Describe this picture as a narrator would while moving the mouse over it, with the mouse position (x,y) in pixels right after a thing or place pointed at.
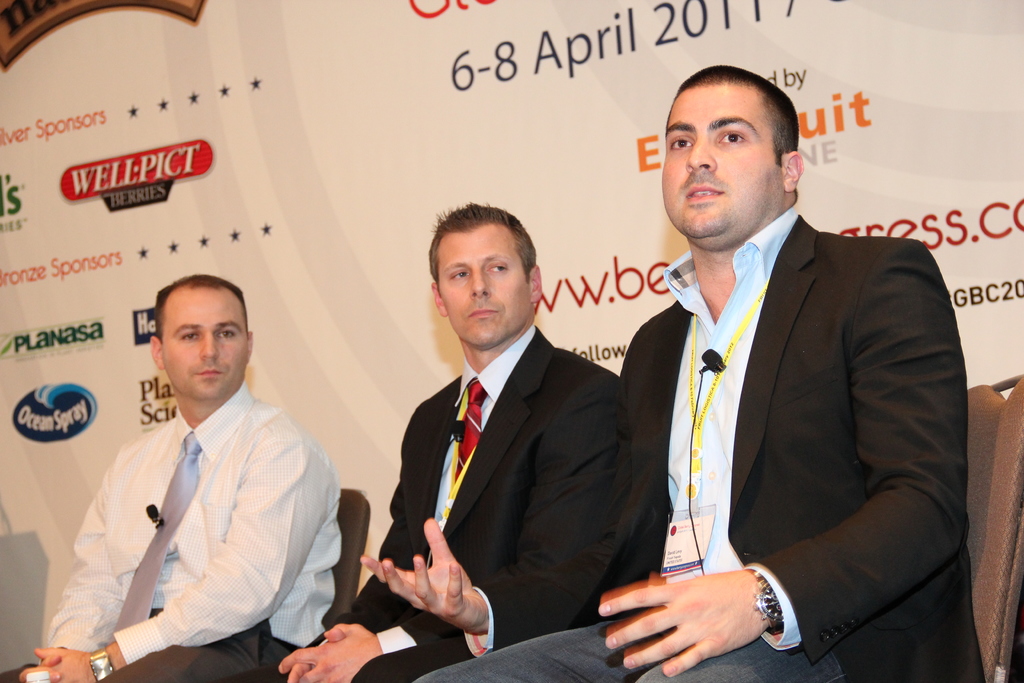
In the center of the picture (666,358) we can few people (773,516) sitting on chairs (1010,520). On the right (708,549) the person (737,352) is talking. In the background (299,139) there is a banner (290,237).
